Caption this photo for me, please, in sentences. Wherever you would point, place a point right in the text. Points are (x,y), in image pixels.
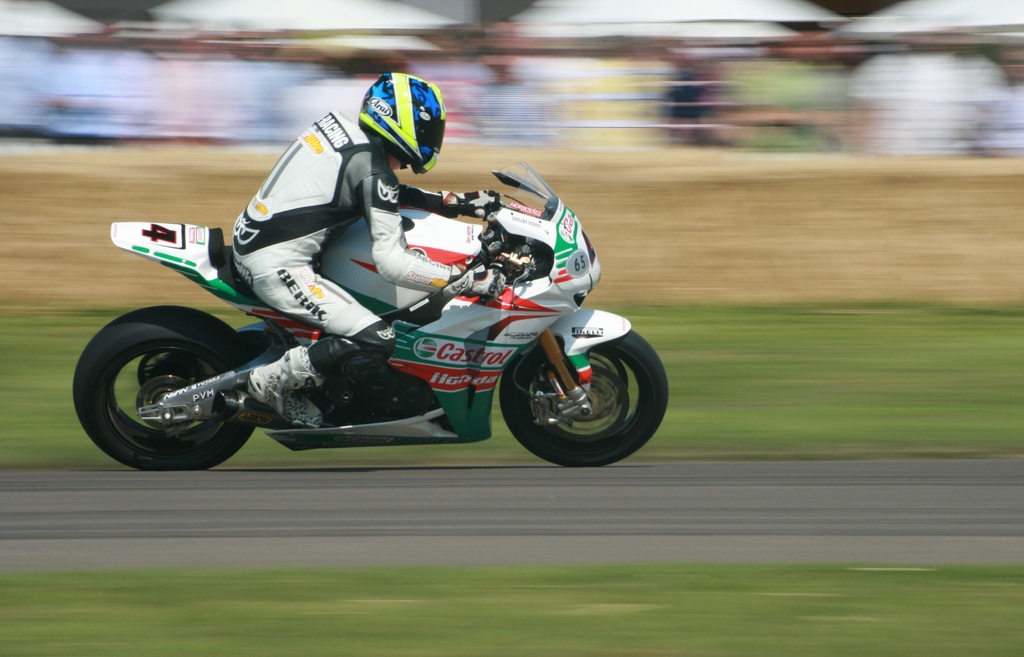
Background (105,101) portion of the picture is completely blur. On either side of the road (511,517) we can see grass (760,591). Here we can see a man (479,268) wearing gloves (475,295), shoes (272,369) and a helmet (414,124). This person (289,312) is riding a bike (369,283).
